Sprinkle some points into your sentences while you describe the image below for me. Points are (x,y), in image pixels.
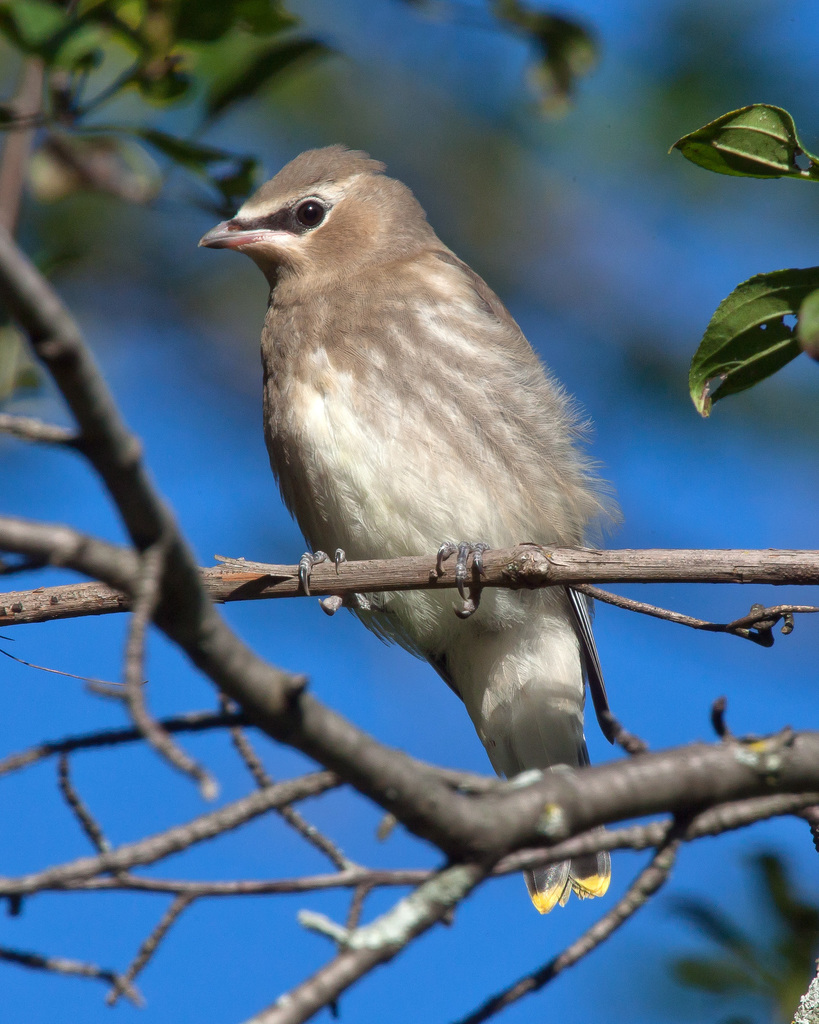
In this image we can see a bird (500,599) on the tree branch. The background of the image (799,844) is slightly blurred, where we can see the blue color sky (653,962).
